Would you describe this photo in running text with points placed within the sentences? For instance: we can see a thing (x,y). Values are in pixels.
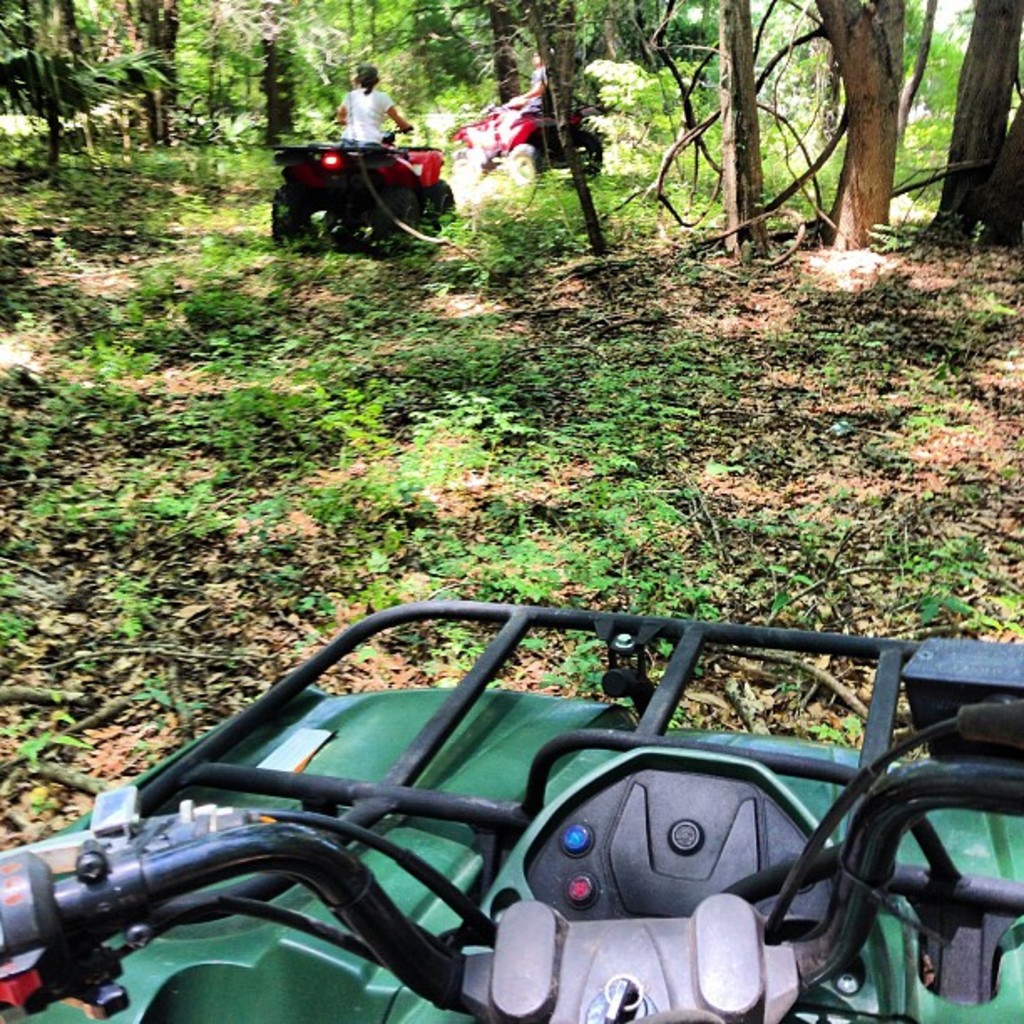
As we can see in the image there is grass (436,462), trees (903,93), vehicles (585,1021) and a person (377,119) over here.
